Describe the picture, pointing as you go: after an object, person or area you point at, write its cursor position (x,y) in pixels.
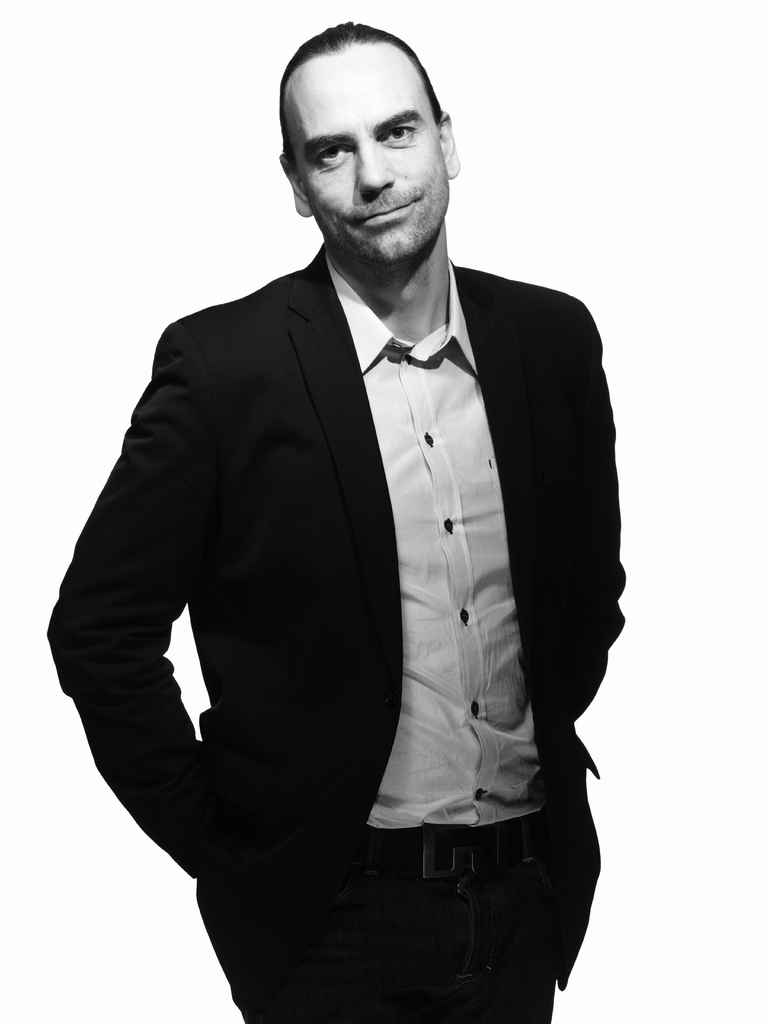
In this picture I can see a man (534,950) and a white color background (240,33).
